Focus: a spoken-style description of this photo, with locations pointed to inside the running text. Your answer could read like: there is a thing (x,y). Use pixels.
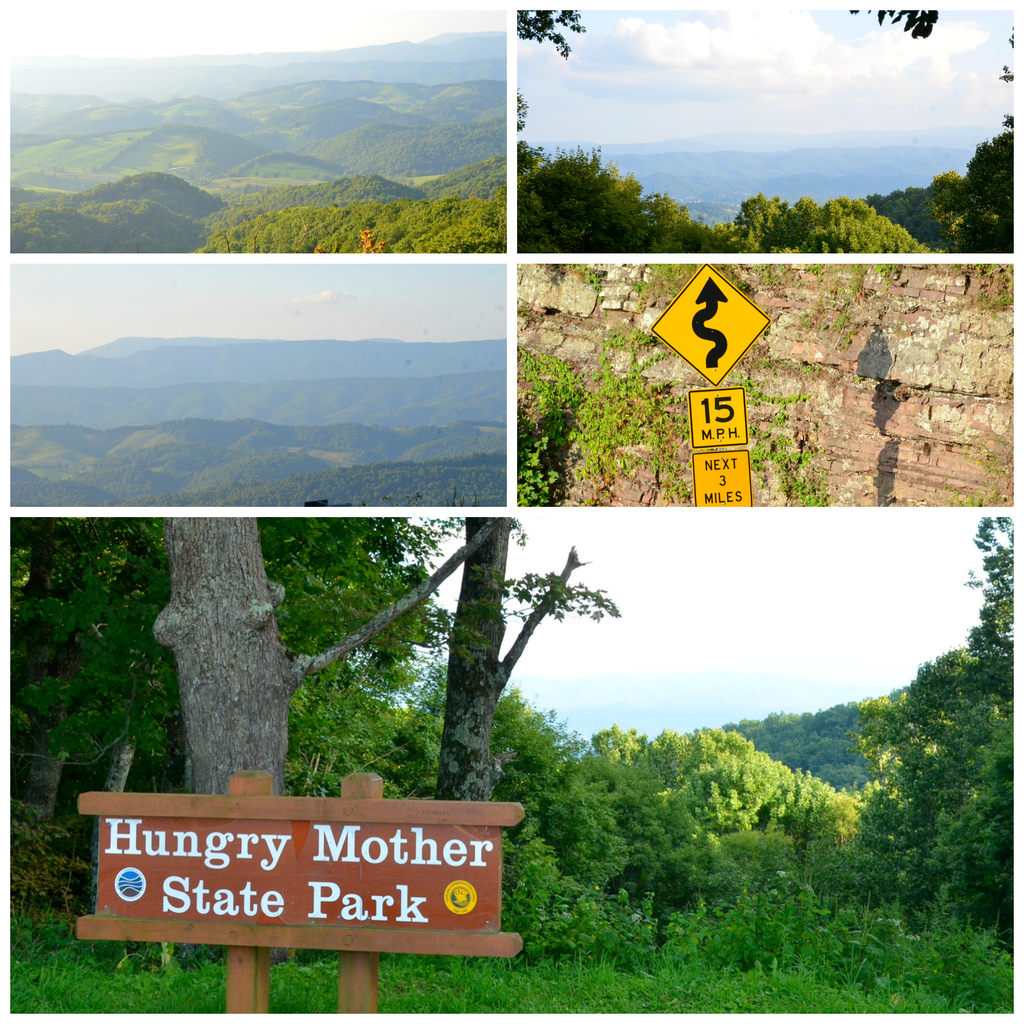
This is a collage image of nature, in this image there are mountains (339,185), trees (625,782) with name boards (386,846), rocks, in front of the rocks (685,378) there are sign boards (709,375), there are clouds (898,28) in the sky (773,664).
